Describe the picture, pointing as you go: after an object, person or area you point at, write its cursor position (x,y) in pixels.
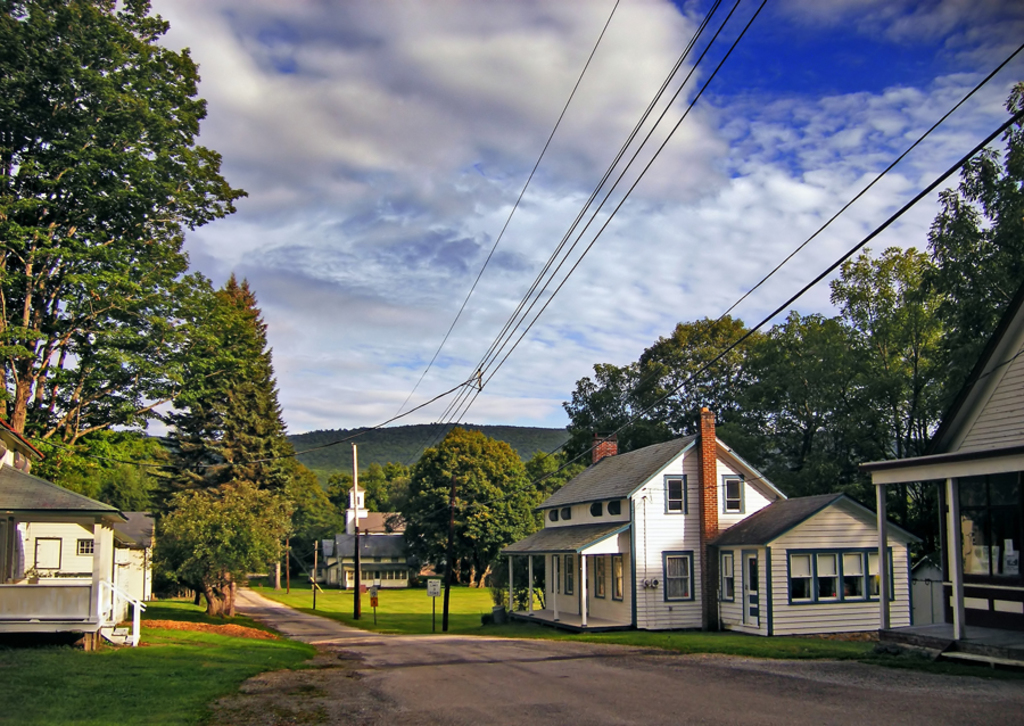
In this image I can see few buildings (689,537), few poles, wires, number of trees (49,156), grass (123,707) clouds (403,239) and the sky (757,178) in the background (702,289).
